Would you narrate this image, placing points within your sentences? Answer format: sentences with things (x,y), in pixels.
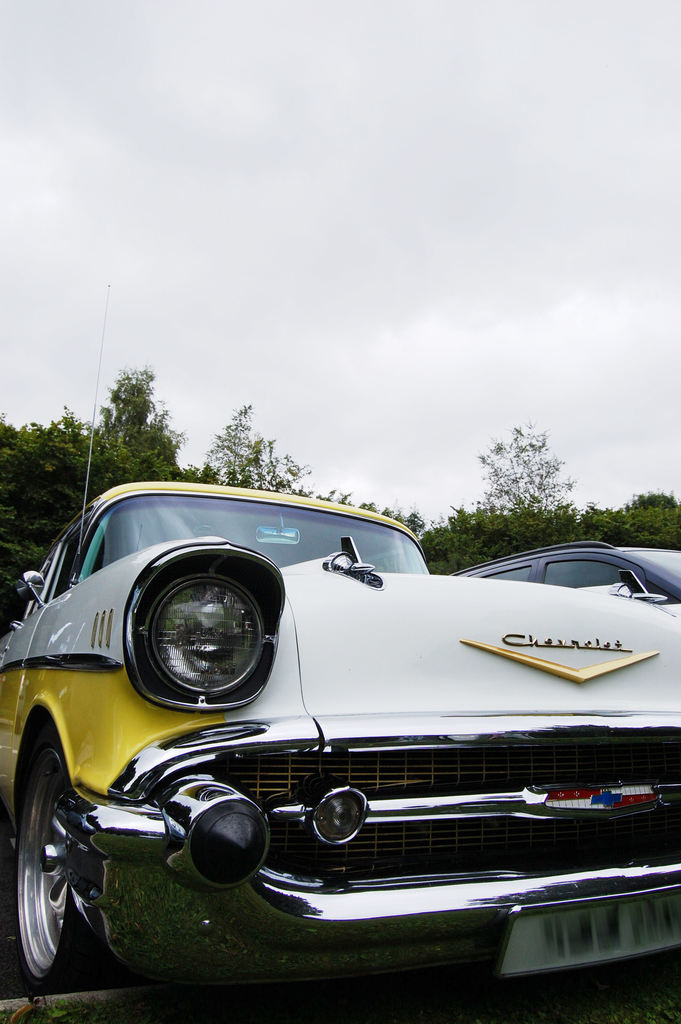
Here we can see cars (454,656) and trees (28,433). In the background (478,499) there is sky (532,299).
